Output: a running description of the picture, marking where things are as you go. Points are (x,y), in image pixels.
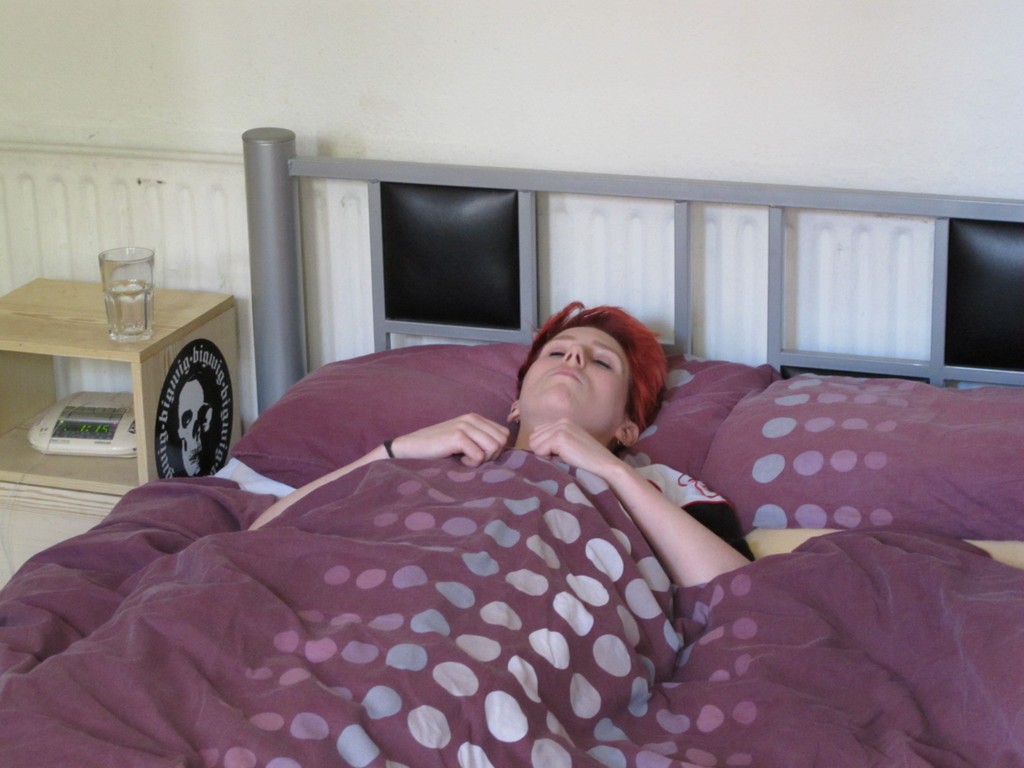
In this image, we can see a person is lying on a bed (450,578). On the person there is a blanket (340,698). On the bed (410,498), there are pillows (390,407). On the left side of the image (100,479), there is a glass (115,308) on an object (8,415). At the top of the image (414,57), there is a wall (455,114).
